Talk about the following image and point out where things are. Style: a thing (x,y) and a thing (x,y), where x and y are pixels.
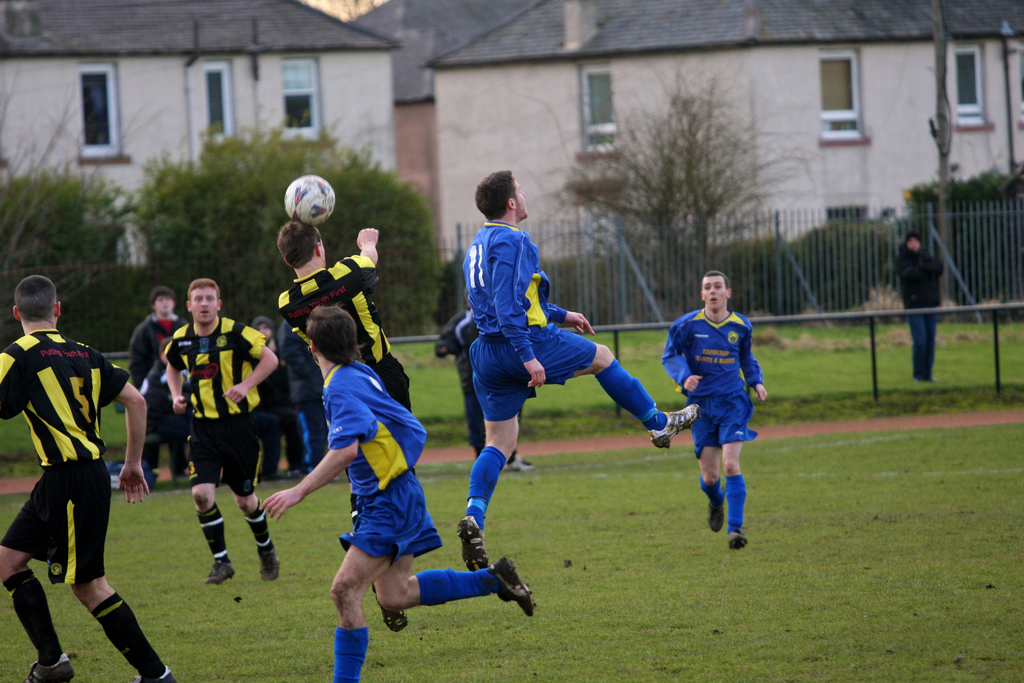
As we can see in the image there is a house (378,36), trees (741,185), fence (812,265) and few people (484,251) playing with ball (298,184) on ground (784,555).
